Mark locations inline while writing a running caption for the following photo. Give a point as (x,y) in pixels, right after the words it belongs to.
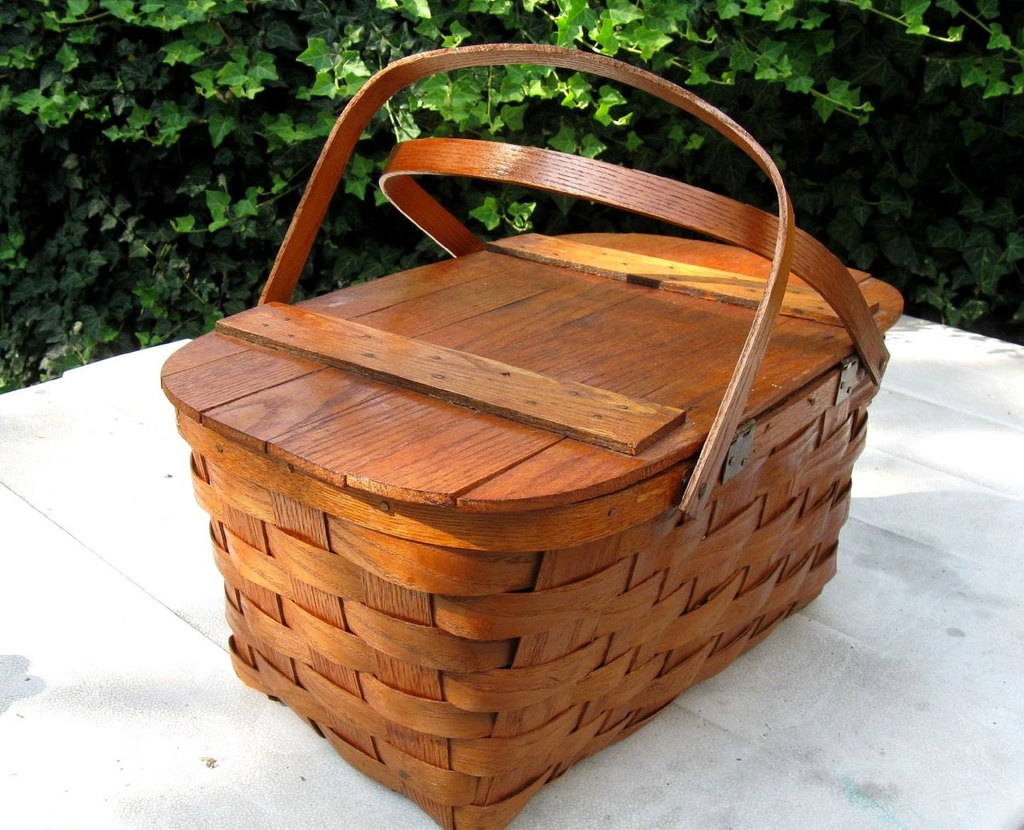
This picture contains a brown basket (430,597) with lid (497,465) is placed on the white table (793,700). Behind that, we see plants (319,129) which are green in color.
